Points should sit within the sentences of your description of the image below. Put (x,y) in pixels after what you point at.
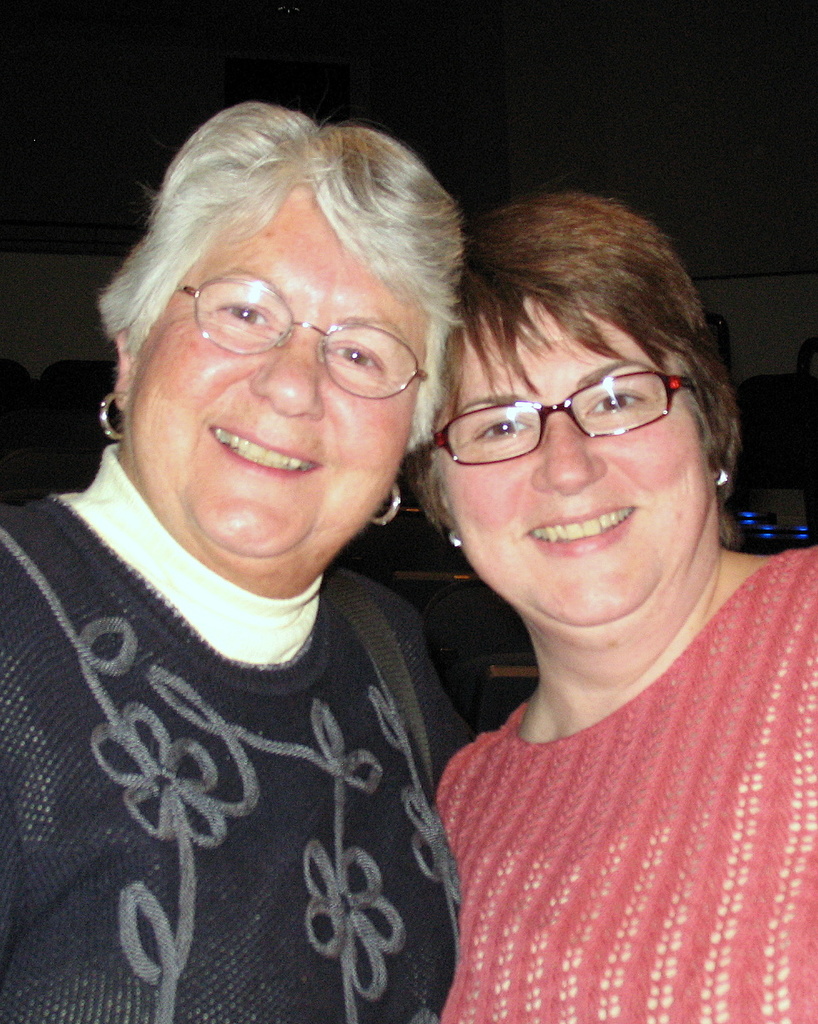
In this image we can see two women (461,857) smiling and wearing glasses (648,389).
